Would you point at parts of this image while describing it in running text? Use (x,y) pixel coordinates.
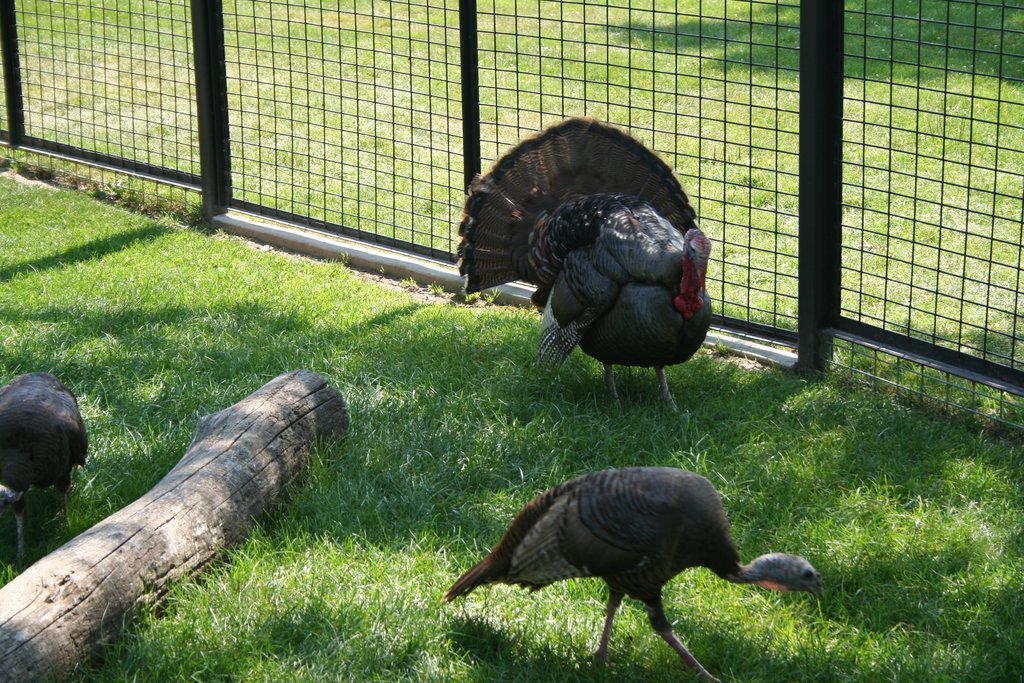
In this image we can see birds (22,388). At the bottom of the image (536,492) there is grass (352,411). There is fencing (289,55).
